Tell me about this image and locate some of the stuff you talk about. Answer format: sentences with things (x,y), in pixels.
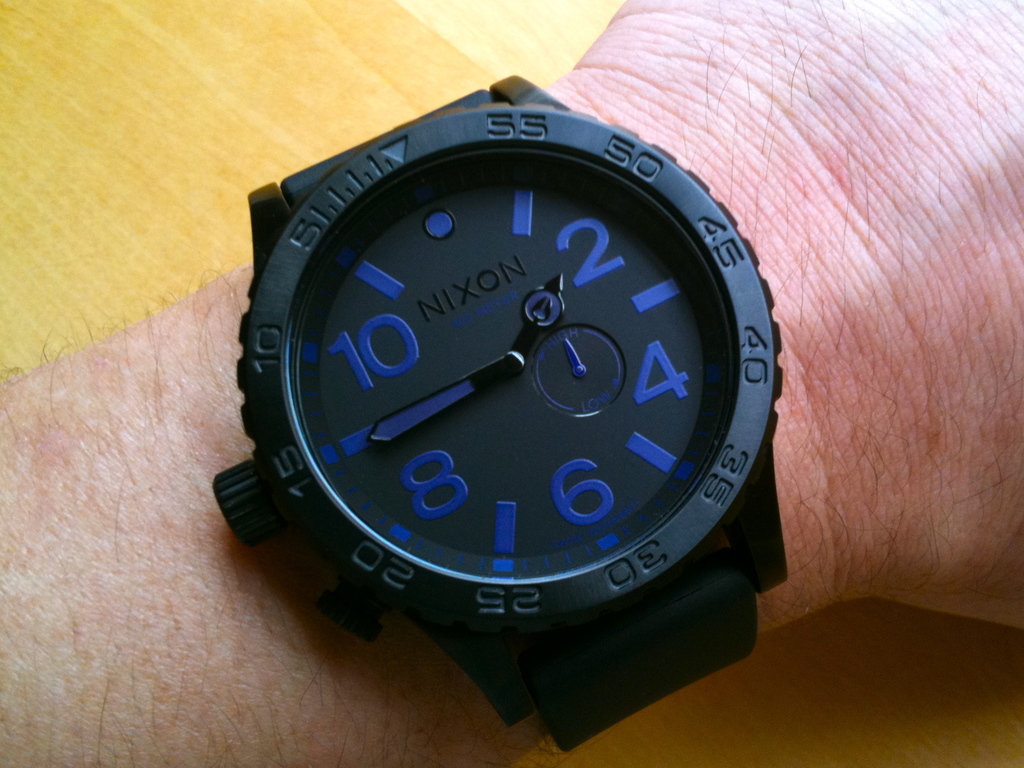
In the picture we can see some person's hand (800,217) who is wearing wrist watch (490,382) which is in black color and it is an analog watch (431,367).
